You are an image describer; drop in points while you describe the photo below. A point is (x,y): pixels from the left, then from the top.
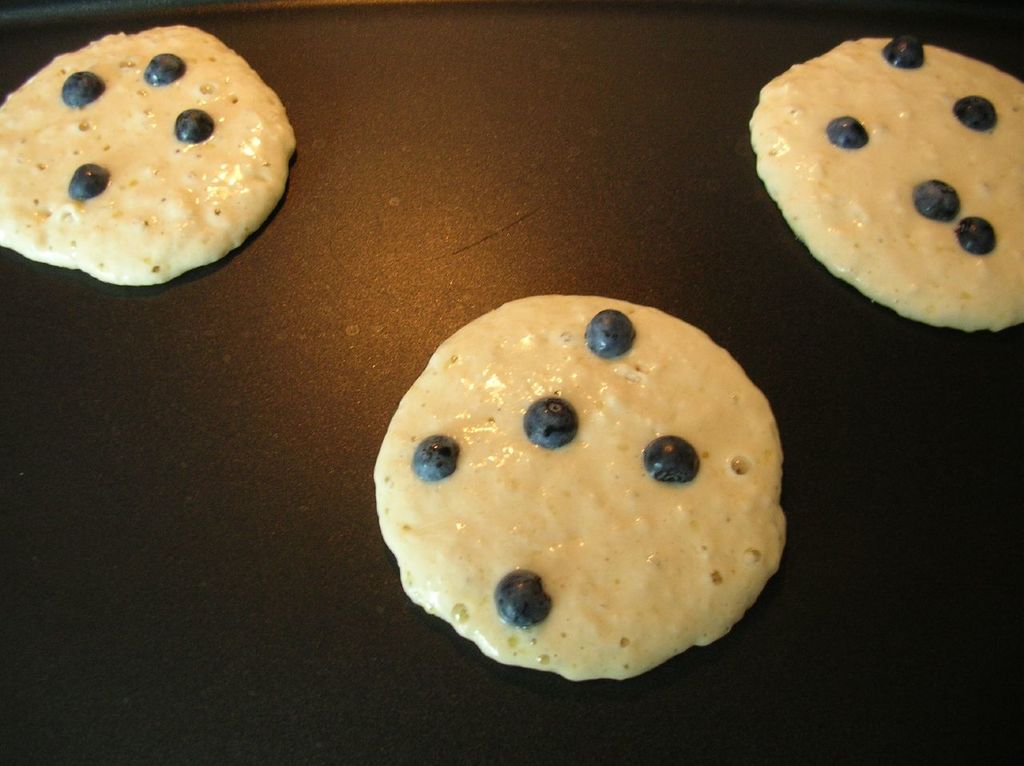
In this image I can see three pancakes (188,175) in a black color griddle (219,469).
